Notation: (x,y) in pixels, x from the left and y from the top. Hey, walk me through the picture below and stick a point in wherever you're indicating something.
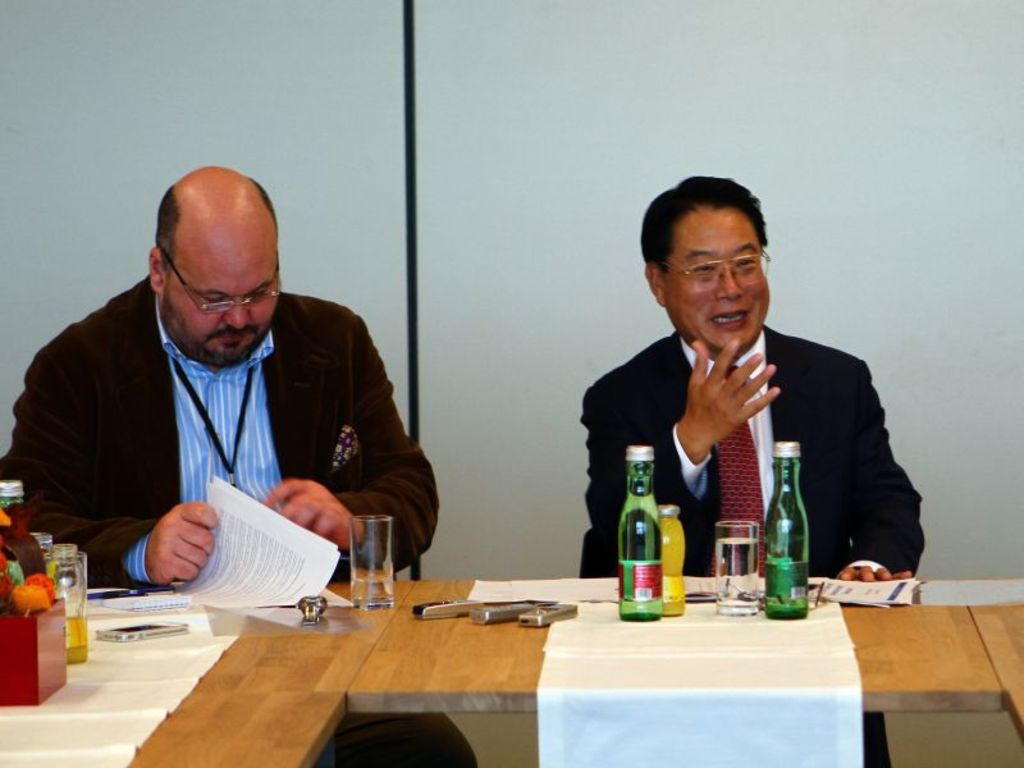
In this picture we can see two men (732,348) sitting on chair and in front of them there is table (766,617) and on table (763,624) we can see bottle (636,583), glass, mobile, papers (288,537), vase (20,641) and in background (479,169) we can see wall (395,187).
